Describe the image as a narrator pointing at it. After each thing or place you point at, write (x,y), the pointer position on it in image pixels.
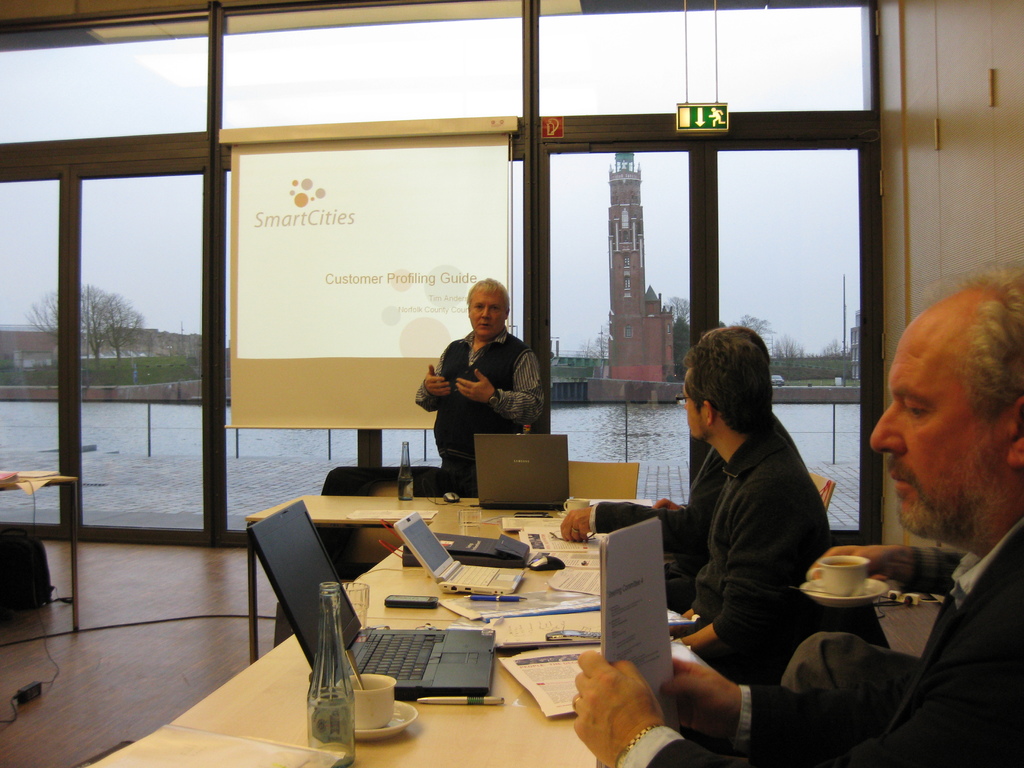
In the picture I can see three men (819,540) sitting on the chairs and they are on the right side (734,728). I can see the hands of a person (926,576) holding a cup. I can see the tables (394,753) on the floor (901,627). I can see the laptops (538,502), papers (525,627), a cup (379,677), bottles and a mobile phone (415,604) are kept on the table (440,748). There is a man (531,398) standing on the floor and he is explaining something. I can see the glass windows (539,311) and screen (460,319). In the background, I can see the buildings (669,353), trees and water (589,436).
